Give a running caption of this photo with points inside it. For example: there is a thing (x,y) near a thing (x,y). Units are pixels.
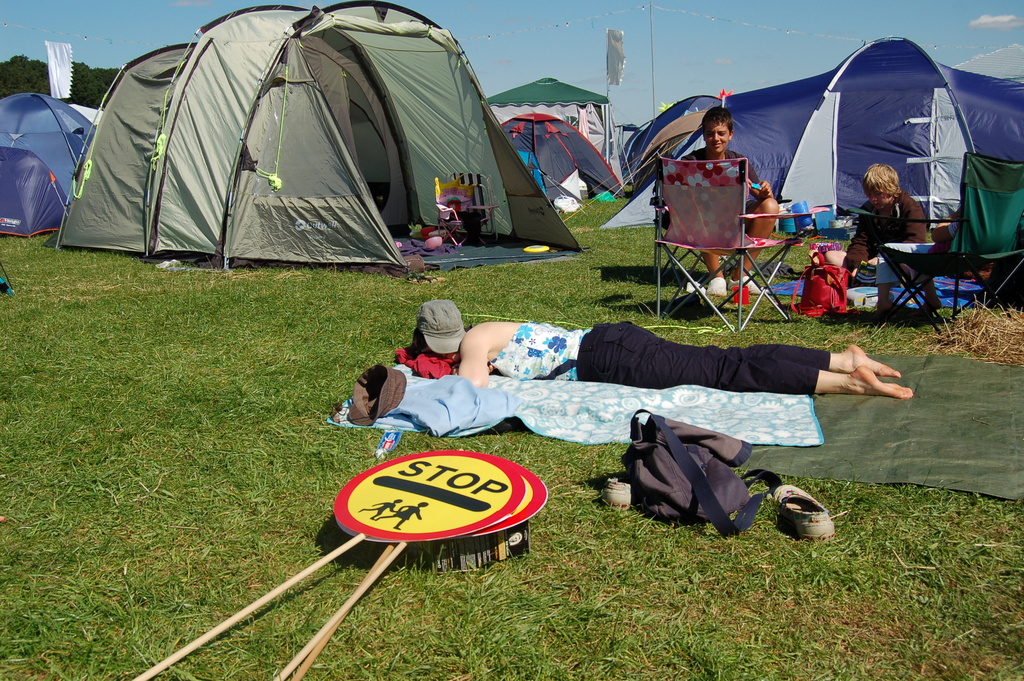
This image is taken outdoors. At the top of the image (125,13) there is a sky (726,51) with clouds (979,20). At the bottom of the image (234,505) there is a ground (257,571) with grass (621,591) on it and there are three signboards (436,520), a box (459,542), shoes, a bag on the ground (389,342) and there is a mat (551,414) on the ground (490,302) and a woman (514,346) is lying on the mat (747,395). In the middle of the image (658,257) there are a few tents (312,174), a flag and there are two empty chairs (905,261) and a boy (752,174) is sitting on the chair (699,213). A person (889,236) is sitting on another chair (920,268). There are a few things (818,254) on the ground (761,513).
